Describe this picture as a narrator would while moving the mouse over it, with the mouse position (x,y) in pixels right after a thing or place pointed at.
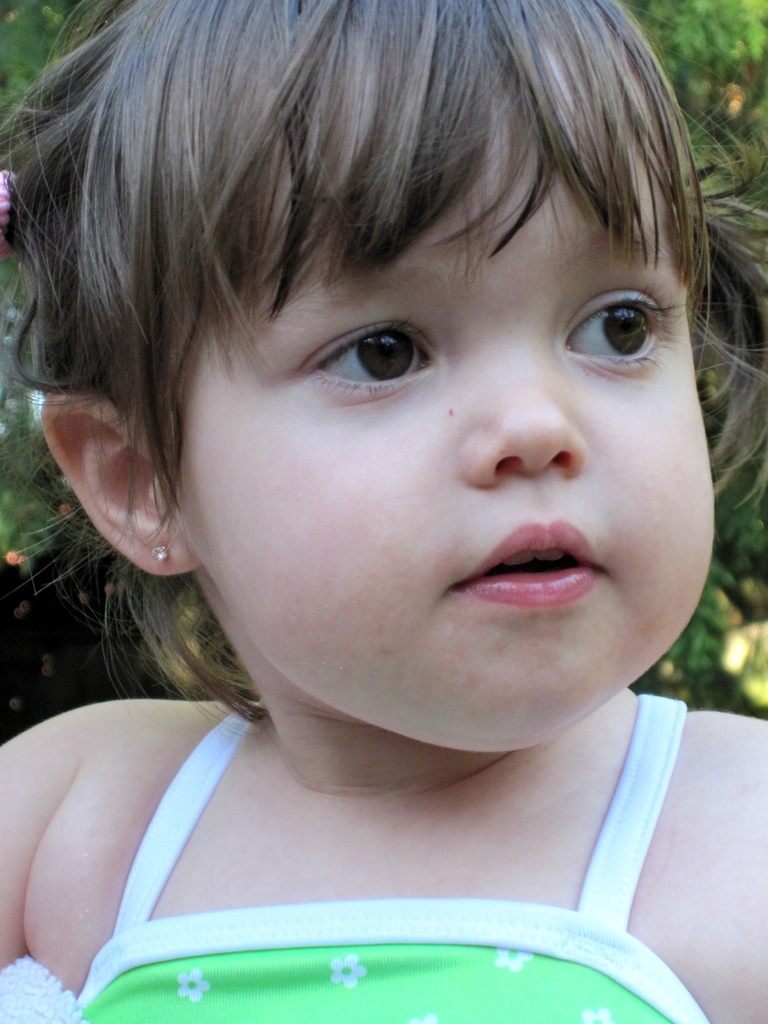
In the image there is a baby (554,563). Behind the baby (409,53) in the background (716,91) there are trees (717,28).
